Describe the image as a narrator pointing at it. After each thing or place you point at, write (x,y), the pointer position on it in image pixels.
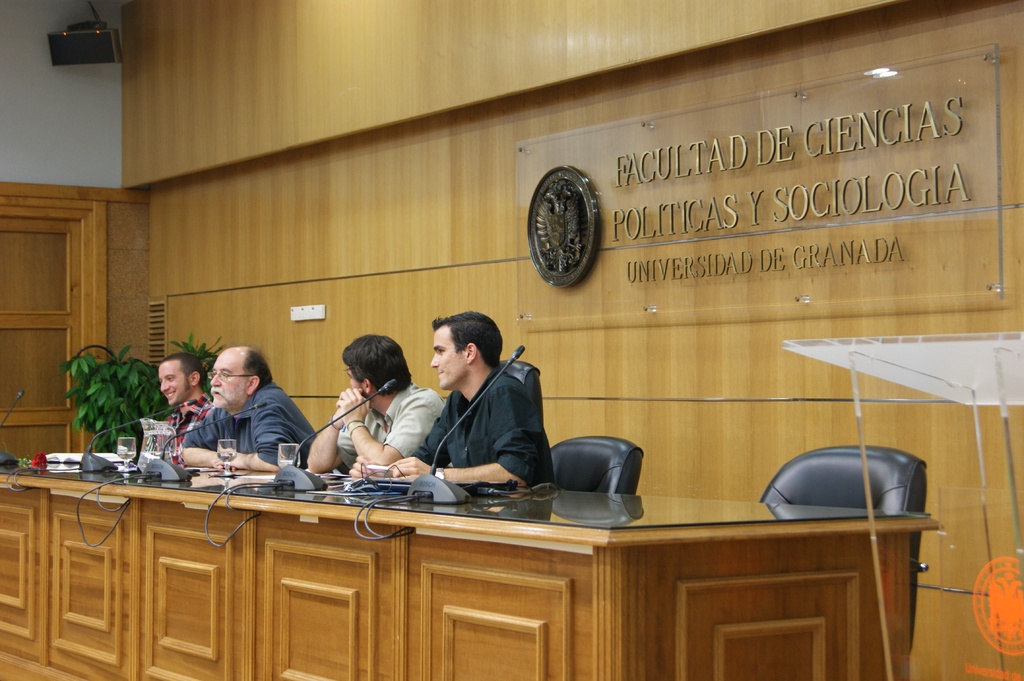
In the image we can see there are people (362,444) sitting on the chair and on the table (430,504) there are mic (512,359) with a stand (426,486) and wine glasses (222,461). Behind there is a banner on the wall (744,450).
